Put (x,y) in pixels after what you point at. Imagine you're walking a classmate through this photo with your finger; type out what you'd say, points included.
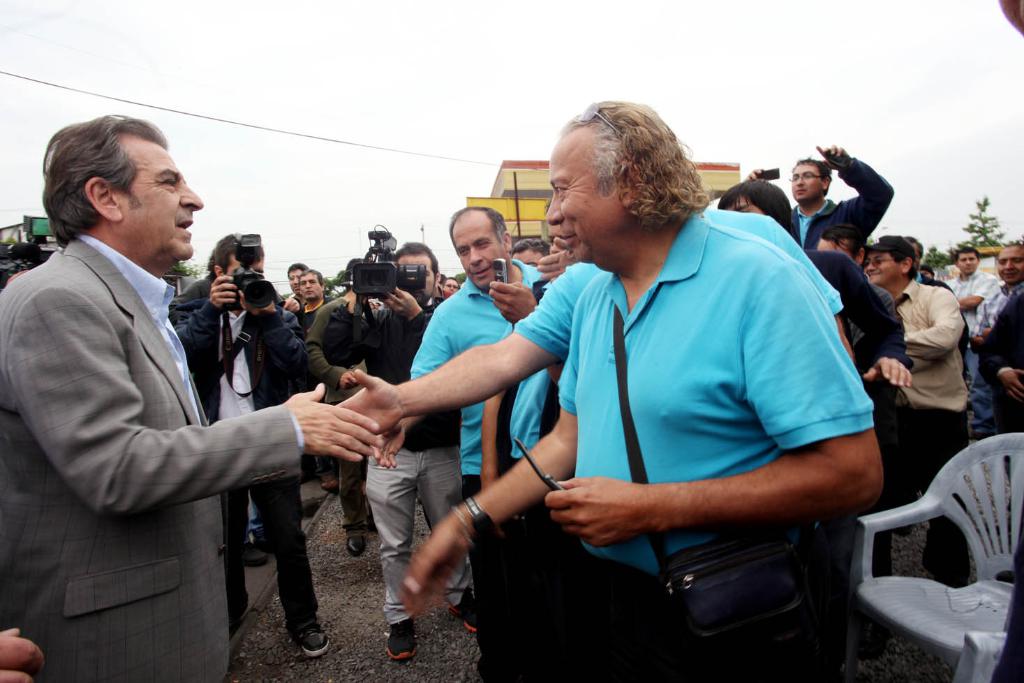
In this image i can see 2 persons (37,278) shaking hand (308,408) with each other and in the background (368,285) i can see few persons (351,269) holding camera (245,286) in their hands (228,292), and the sky (353,151) and building (507,190).
